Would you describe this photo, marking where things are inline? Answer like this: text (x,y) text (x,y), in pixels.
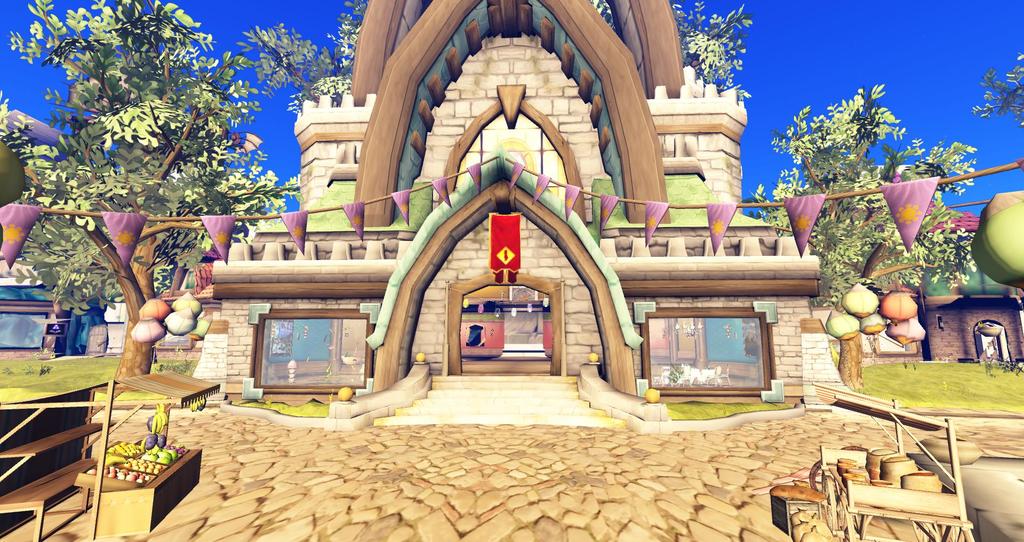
This is an animated image. We can see a few houses (292,328). There are some trees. We can see some flags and tables (112,487) with objects (149,462). We can also see the ground (534,500). There are frames (285,390) on one the houses (999,312). We can see the sky (980,17).
